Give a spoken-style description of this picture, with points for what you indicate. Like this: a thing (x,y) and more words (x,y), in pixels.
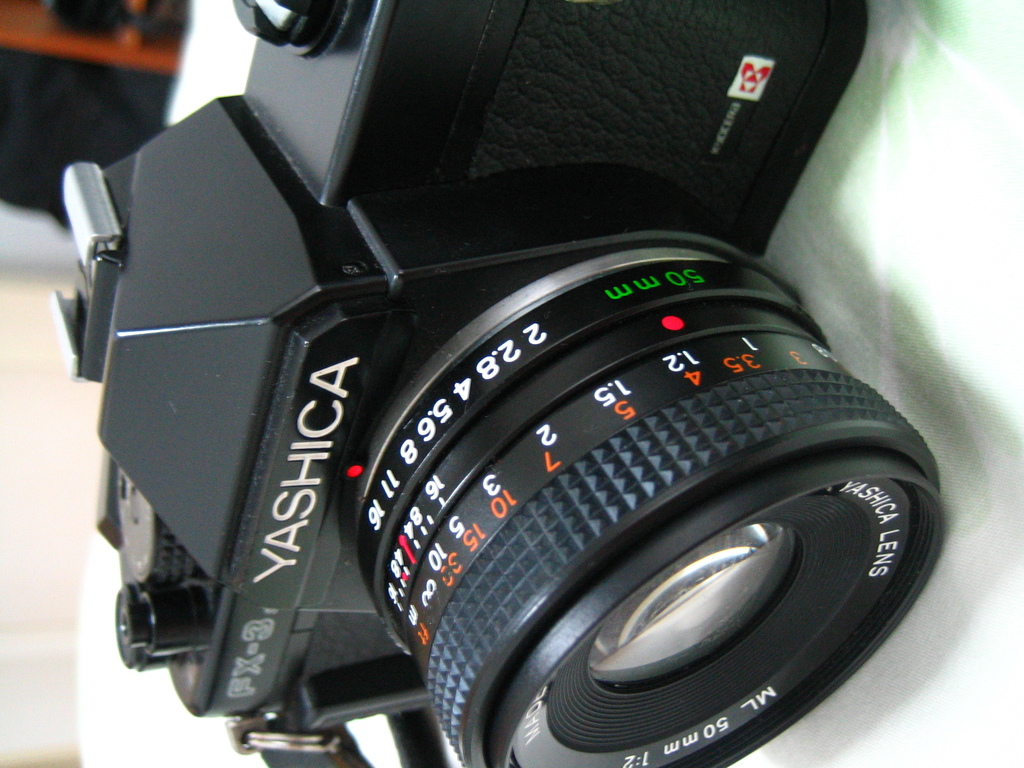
In this image I can see there is a camera (570,427) placed on the white surface (961,226), it has a lens (693,694) and buttons (188,650).
